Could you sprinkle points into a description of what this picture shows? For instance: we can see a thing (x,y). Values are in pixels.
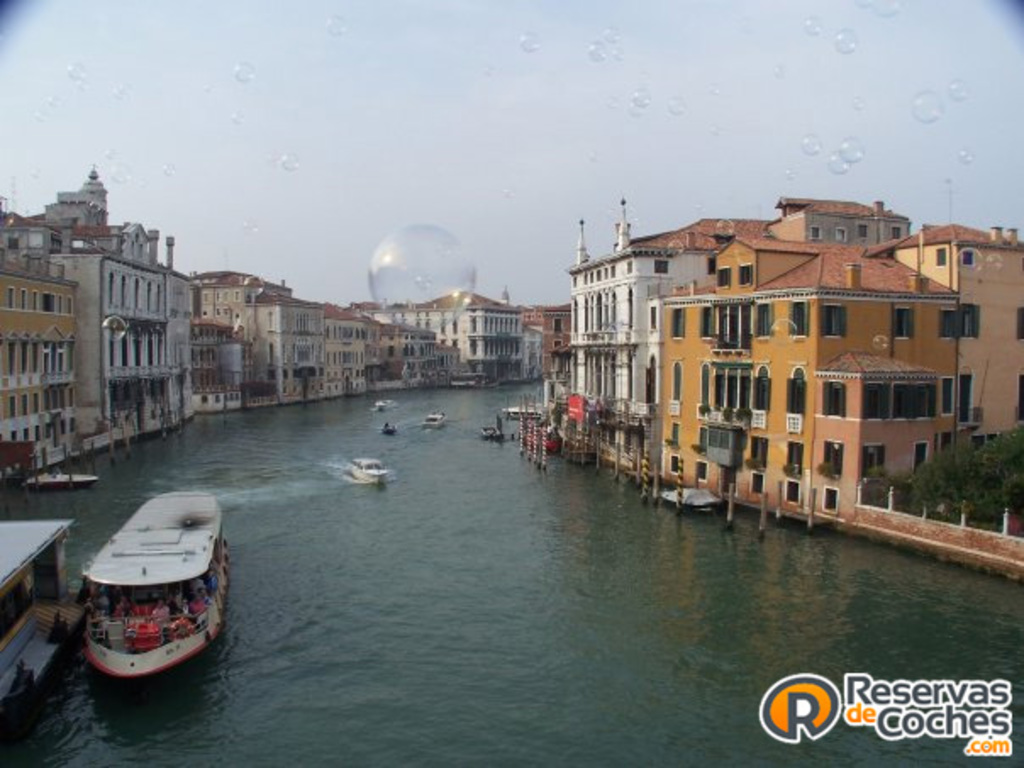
The image is taken from some website, the website is mentioned at the right side (882,706) bottom. There is a river (404,535) and many boats (173,546) and ships (371,460) are moving on the river (361,559), there are a lot of buildings (326,304) and apartments (857,382) around the river (434,394), there are many bubbles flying in the air (687,118).
